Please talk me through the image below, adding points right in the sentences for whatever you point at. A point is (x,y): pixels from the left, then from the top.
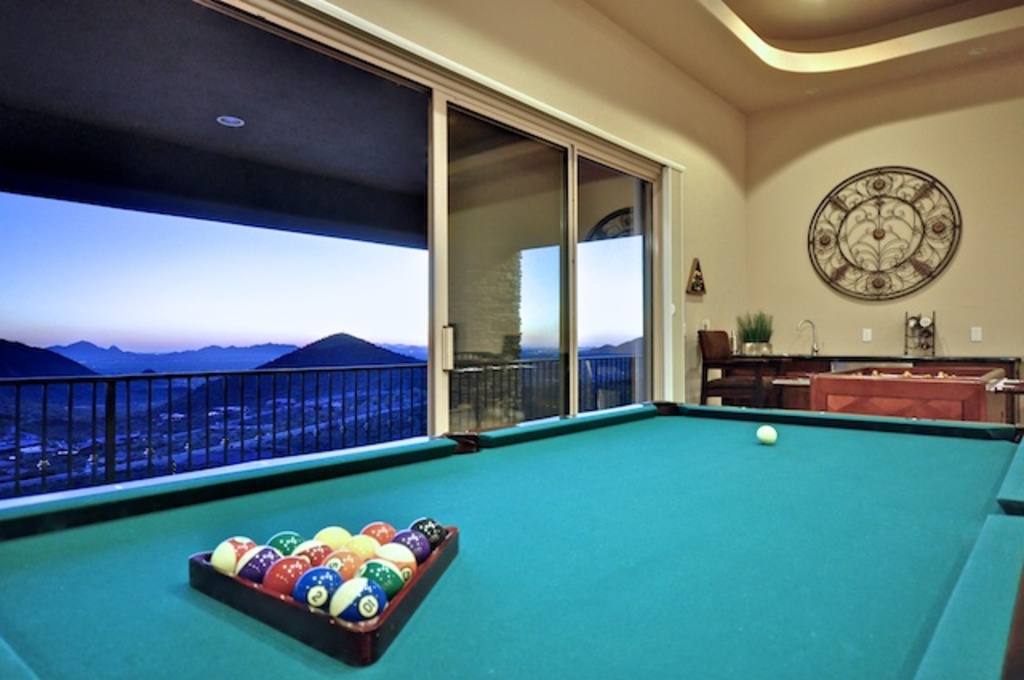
In this image i can see a snooker table (506,579) and a couple of balls (364,575) on the table (463,555). And here we have a table (762,360) with a plant (749,338) on it. Here we have a glass door (513,335) and a fence (273,402) and we can see an open view of mountains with an open sky (139,335).
